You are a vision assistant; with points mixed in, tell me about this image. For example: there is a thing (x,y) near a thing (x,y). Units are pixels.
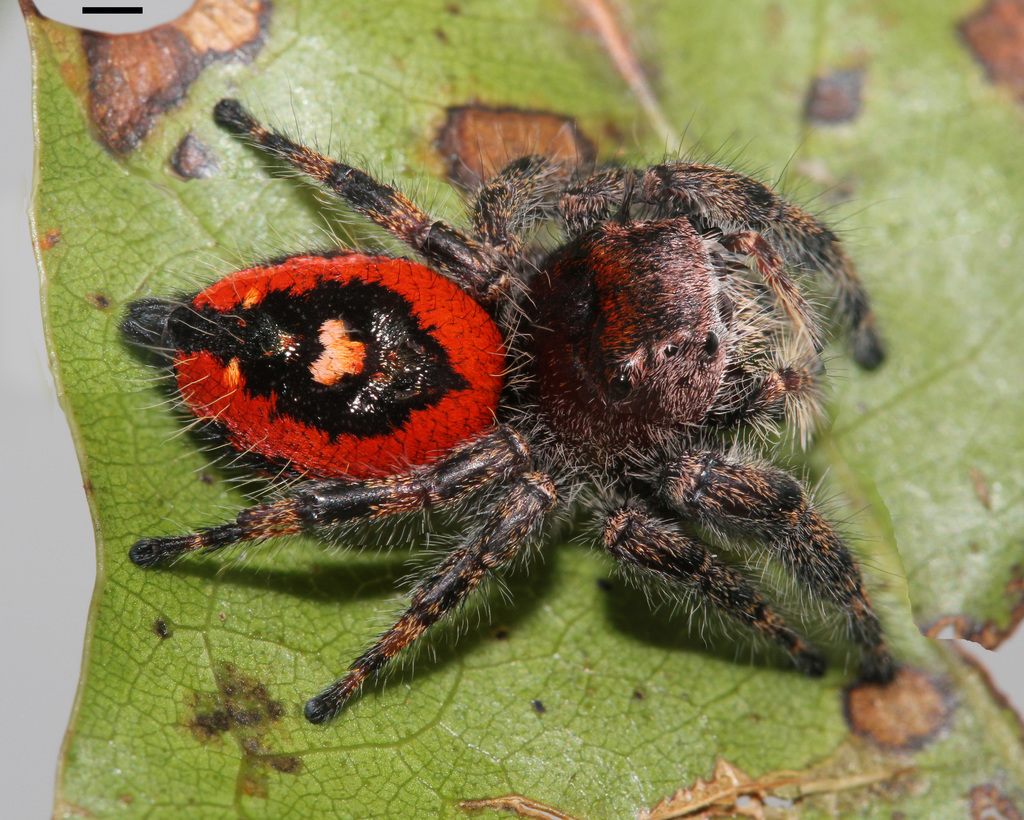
In this picture, we see a spider (442,396) in black and red color is on the leaf (340,144). In the background (51,558), it is white in color.
